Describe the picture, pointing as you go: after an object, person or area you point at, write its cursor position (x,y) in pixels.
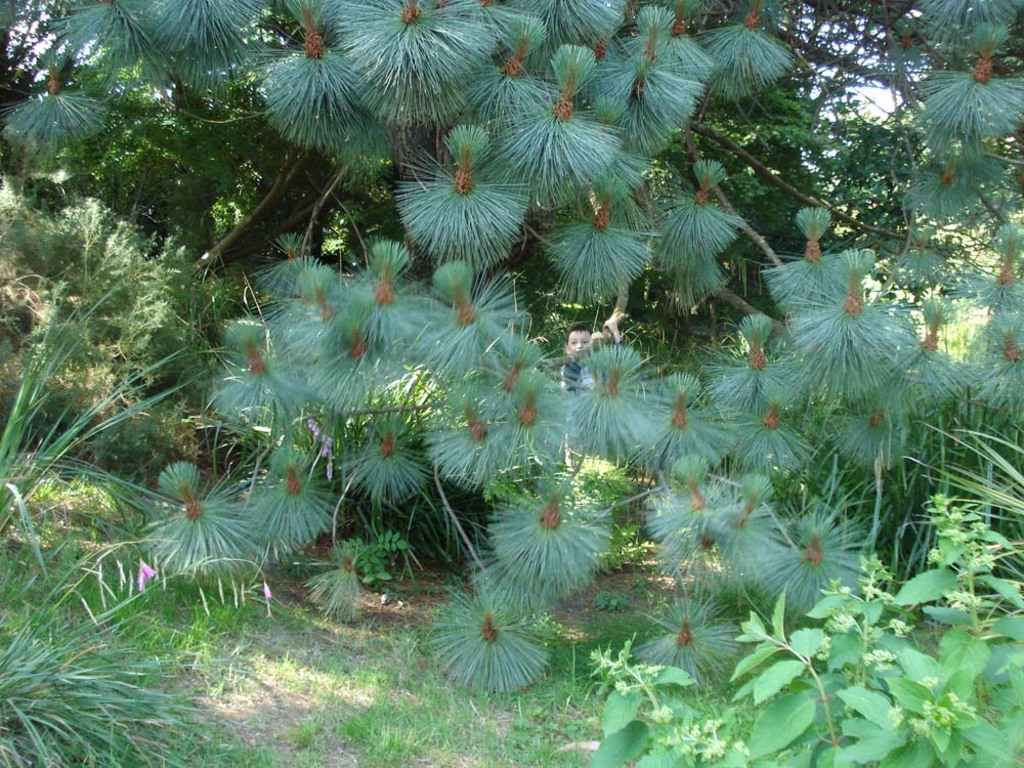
This image consists of many plants (216,484) and trees (557,369). In the middle (597,348), there is a boy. At the bottom (244,689), there is grass (170,685).
